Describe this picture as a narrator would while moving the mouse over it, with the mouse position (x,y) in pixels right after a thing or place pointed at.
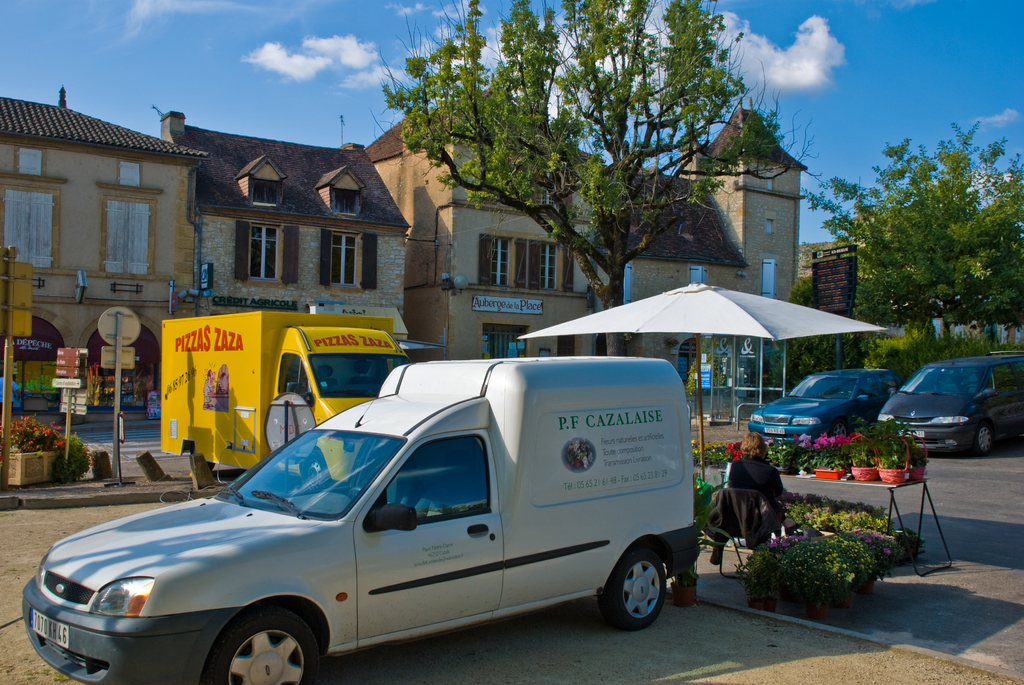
This image is taken outdoors. At the top of the image (250,50) there is a sky (926,121) with clouds (822,64). At the bottom of the image (795,657) there is a road (929,586) and ground (621,636). In the middle of the image (494,403) two vehicles (168,442) are parked on the ground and there is a stall (733,322) with a few houseplants (815,464) in the pots (853,468) and a woman (752,480) is sitting on the chair (756,488). On the right side of the image (871,217) there are a few trees (904,301) and plants (908,355), two cars (814,388) are parked on the road (966,461) and there is a board (846,284) with a text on it. On the left side of the image (15,302) there are a few signboards (68,362) and a few plants (49,453) in the pot (40,465). In the background (544,233) there are a few houses (315,243) with walls (178,246), windows (264,252), doors (497,337) and roofs (352,151).
